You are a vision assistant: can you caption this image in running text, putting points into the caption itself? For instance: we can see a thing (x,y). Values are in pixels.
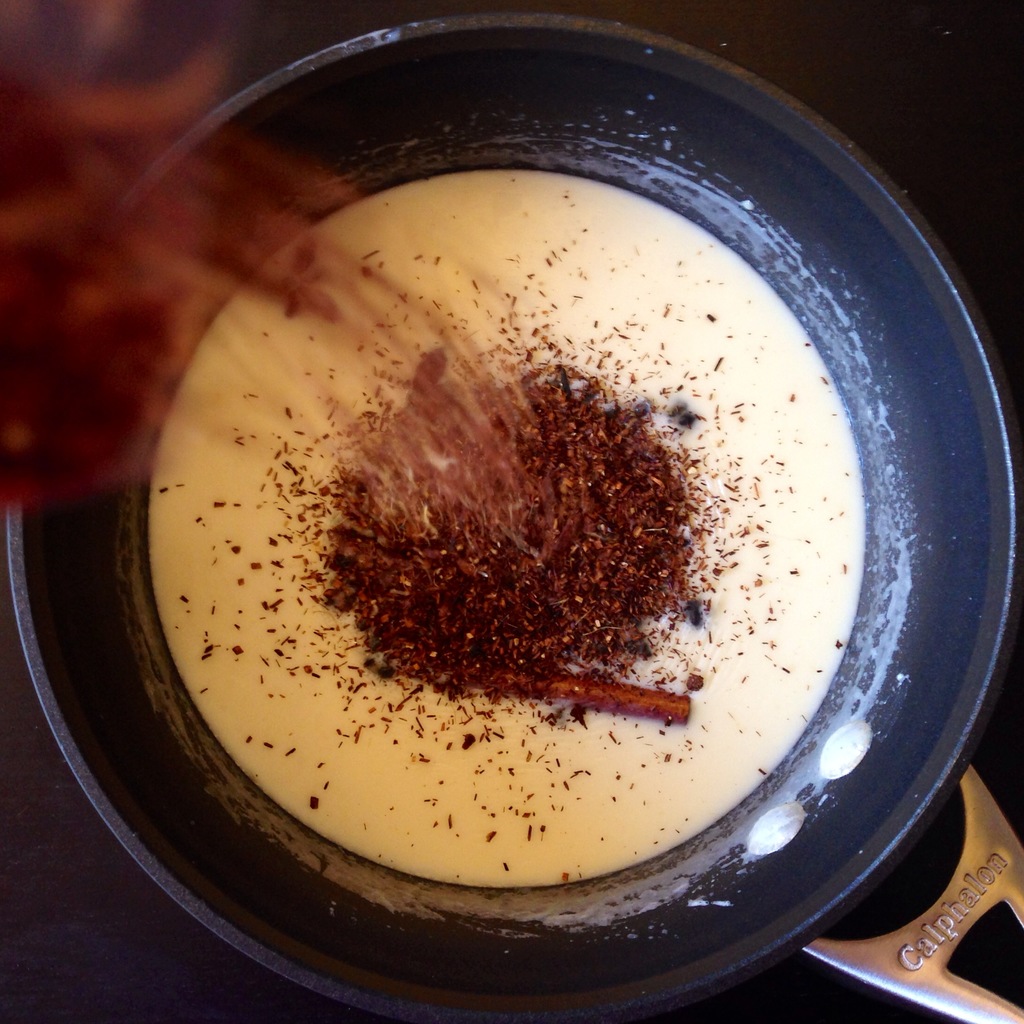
In this picture I can see a utensil (528,96) in front (664,290), in which I can see white color liquid (487,326) and brown color powder (506,435). On the bottom right corner of this picture (937,1002), I can see a silver thing (963,919) and I see a word (970,902) written on it.
